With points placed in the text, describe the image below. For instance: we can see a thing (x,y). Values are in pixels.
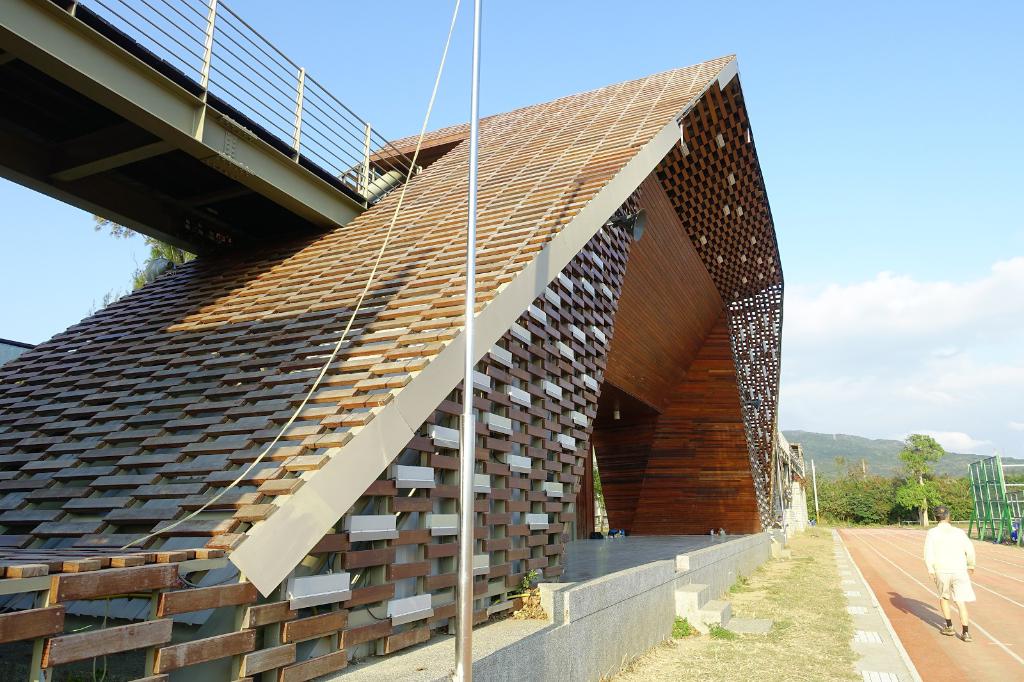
In this image we can able to see a person (934,564) walking on the way (916,563), there is a building (792,454) beside to him, we can see some trees (888,495), mountains (898,467), there is a pole (468,229) and a rope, we can see the sky (405,62).
